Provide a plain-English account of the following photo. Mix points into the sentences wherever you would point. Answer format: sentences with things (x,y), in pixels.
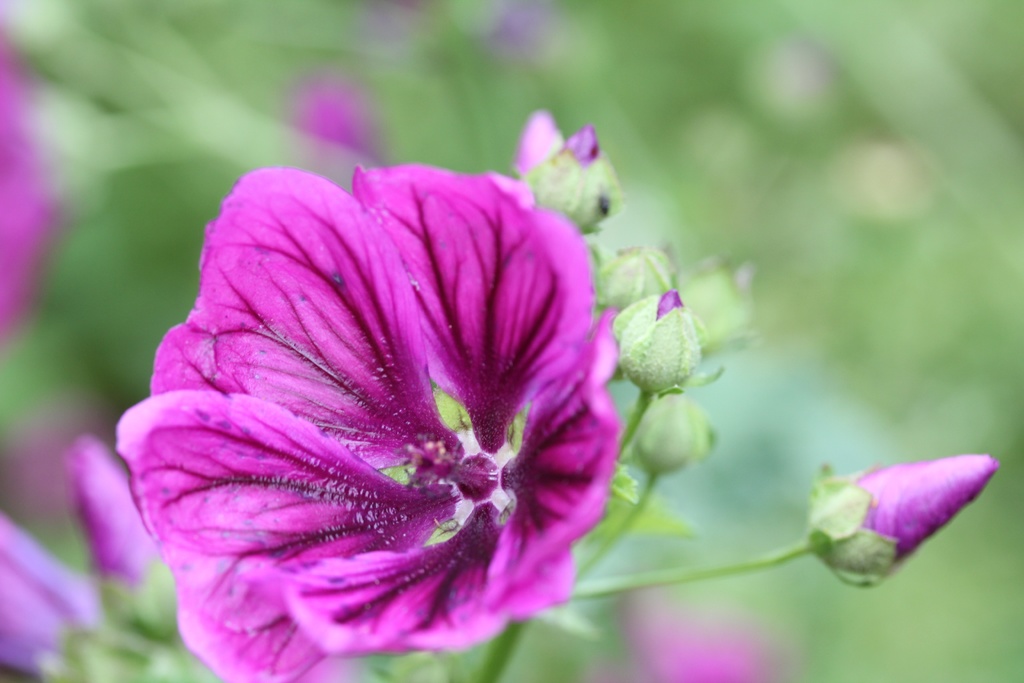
In the center of the image (435,367) we can see flowers (480,412), which are in pink color.
